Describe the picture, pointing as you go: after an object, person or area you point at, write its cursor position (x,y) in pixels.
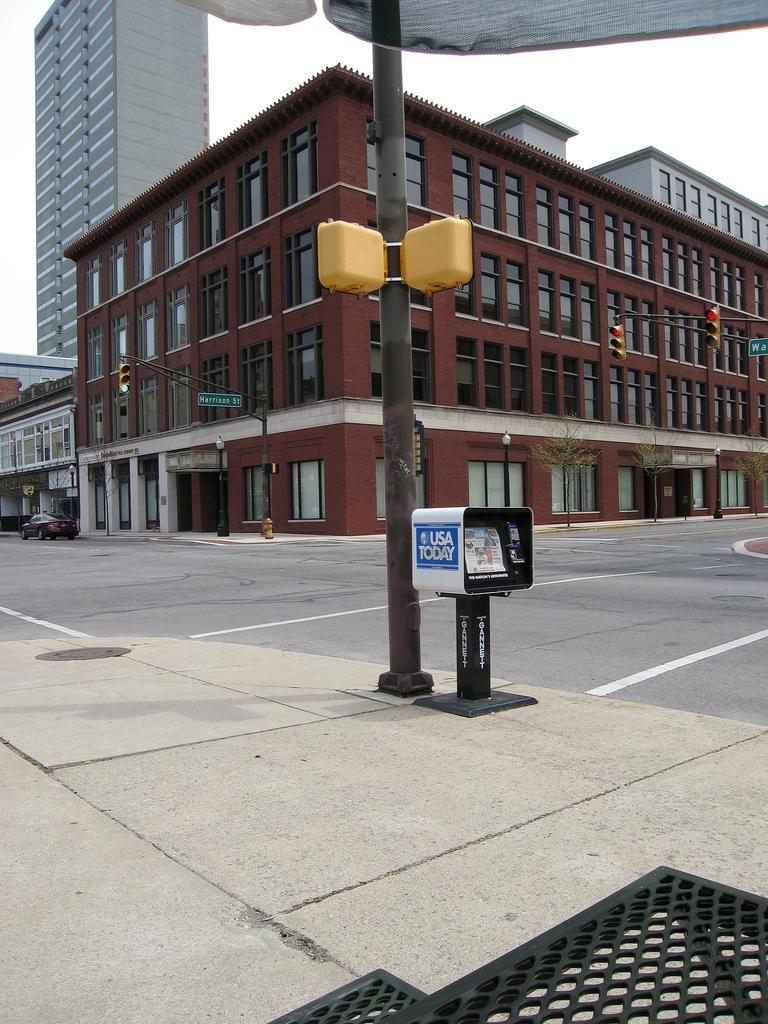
In this picture I can see a vehicle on the road (6,618). There are poles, boards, lights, and in the background (320,426) there are buildings (264,381), trees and the sky (704,47).
